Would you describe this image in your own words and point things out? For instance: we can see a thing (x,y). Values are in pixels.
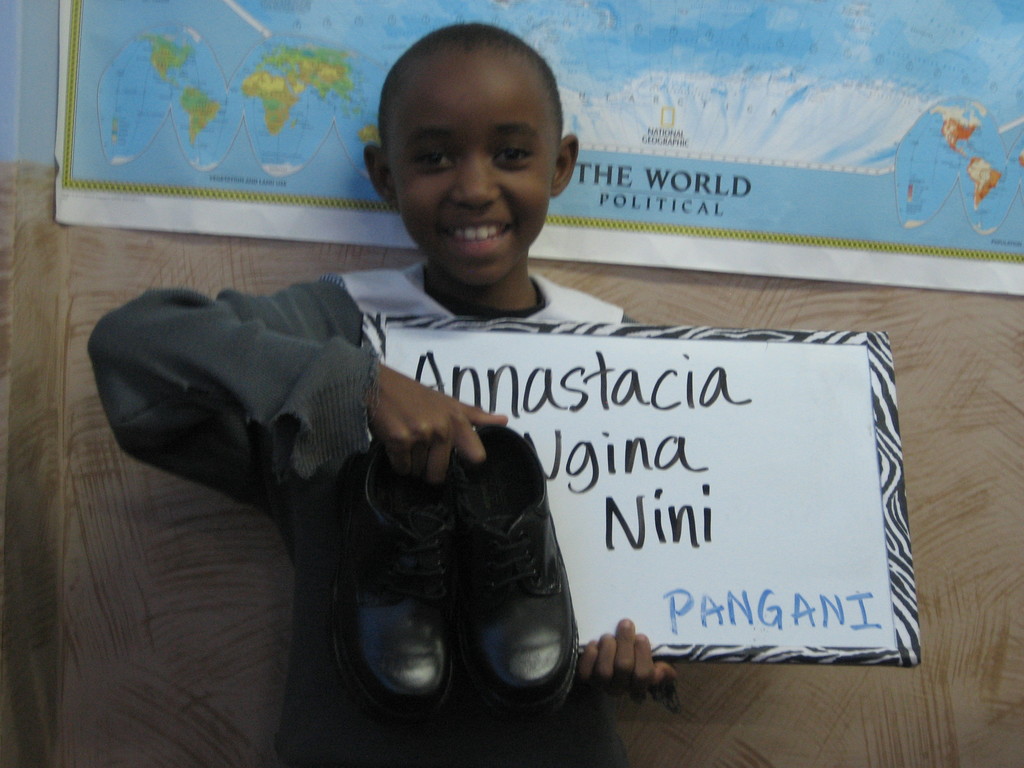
In this image we can see one map banner (905,157) with text (716,190) attached to the wall (681,295), one child (386,721) standing near the wall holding black shoes (550,600) and one board (714,610) with text (692,517).
